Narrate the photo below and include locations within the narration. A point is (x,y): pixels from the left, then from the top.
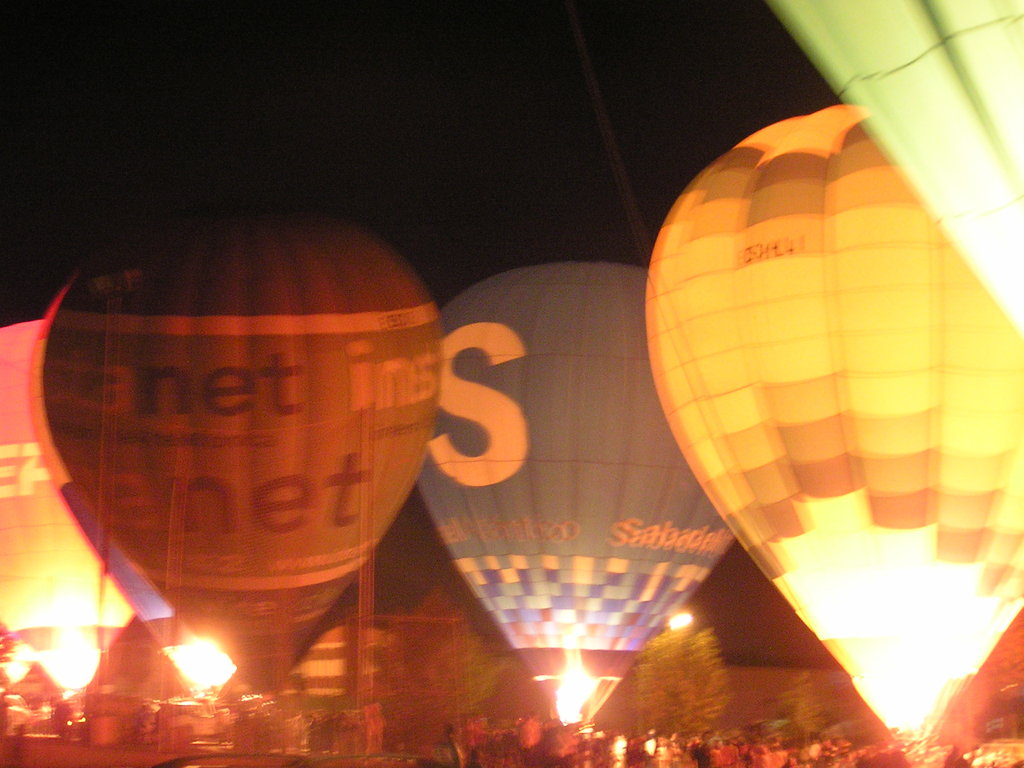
Here in this picture we can see number of hot air balloons (199,449) present on the ground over there and we can also see number of people (462,743) standing over there and we can see trees (646,701) and light post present over there.
